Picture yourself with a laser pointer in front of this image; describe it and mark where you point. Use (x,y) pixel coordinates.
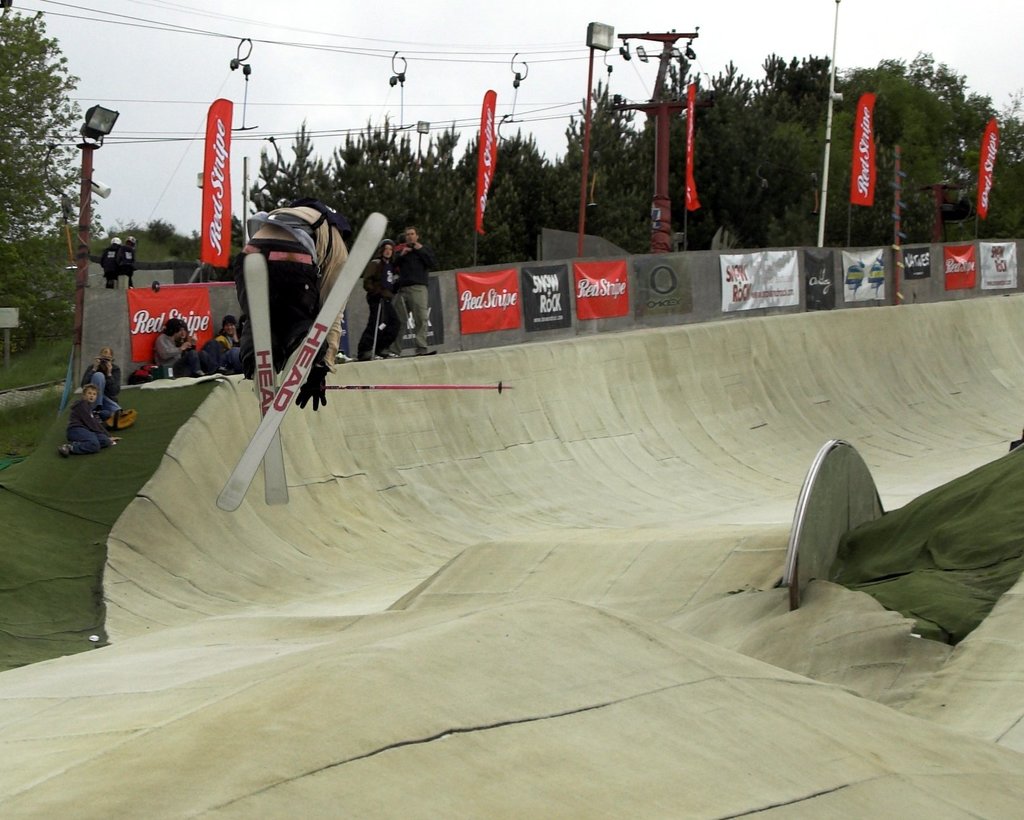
In this image, there are a few people (308,289). Among them, we can see a person (327,252) skiing. We can see the ground (272,620) with some objects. We can see the fence (927,293) with some banners (953,280). There are a few poles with lights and wires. We can also see some flags (486,120) with text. There are a few trees (807,171). We can see the sky (570,41).
